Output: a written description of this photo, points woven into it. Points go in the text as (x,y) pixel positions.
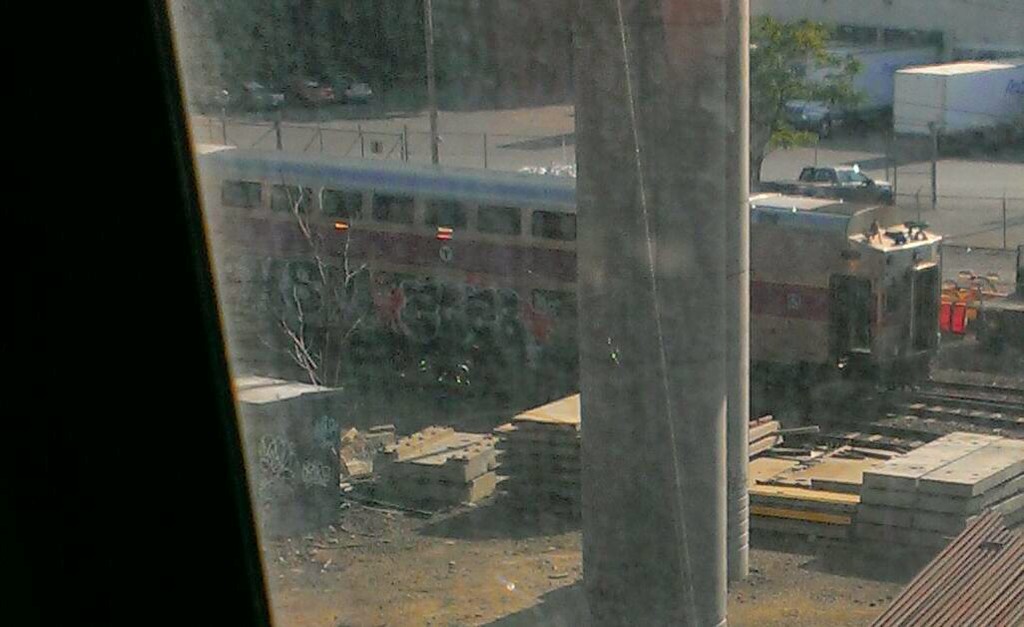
In this image we can see a train (407,304), there are some poles (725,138), pillars (579,290), trees (750,169), vehicles (942,96), fence (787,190) and other objects (860,509) on the ground (877,163).
